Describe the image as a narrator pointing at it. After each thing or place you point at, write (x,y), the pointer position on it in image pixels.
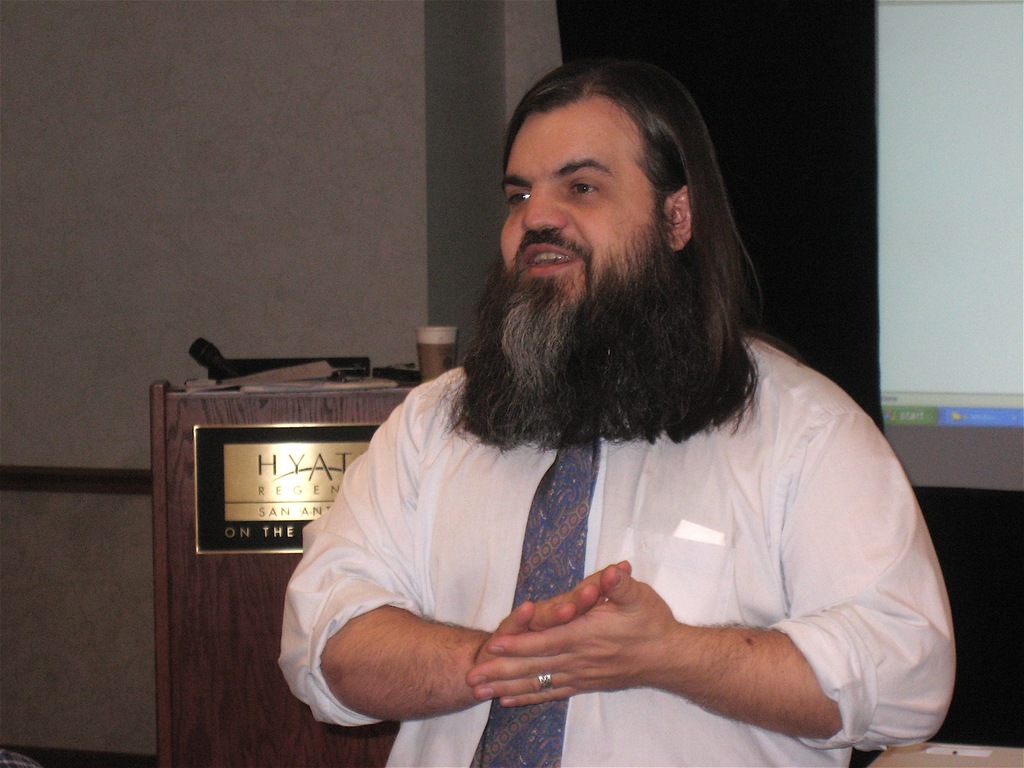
In this picture there is a person (683,495) wearing white dress (683,495) is having a long beard (619,340) and there is a projected image (959,191) in the right corner (965,175) and there are some other objects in the background (316,368).
